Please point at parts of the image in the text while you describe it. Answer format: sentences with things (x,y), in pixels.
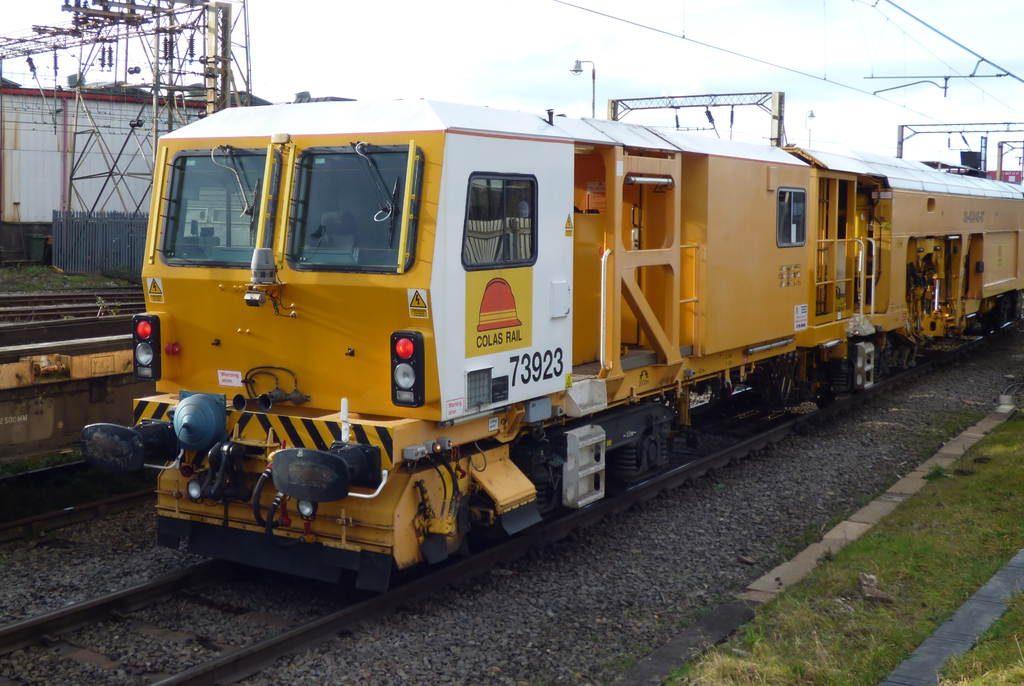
In this picture we can see grass (924,543) and a train (459,356) on the tracks (222,590), in the background (101,266) we can find few poles (579,63), cables (871,74) and fence (105,248).
